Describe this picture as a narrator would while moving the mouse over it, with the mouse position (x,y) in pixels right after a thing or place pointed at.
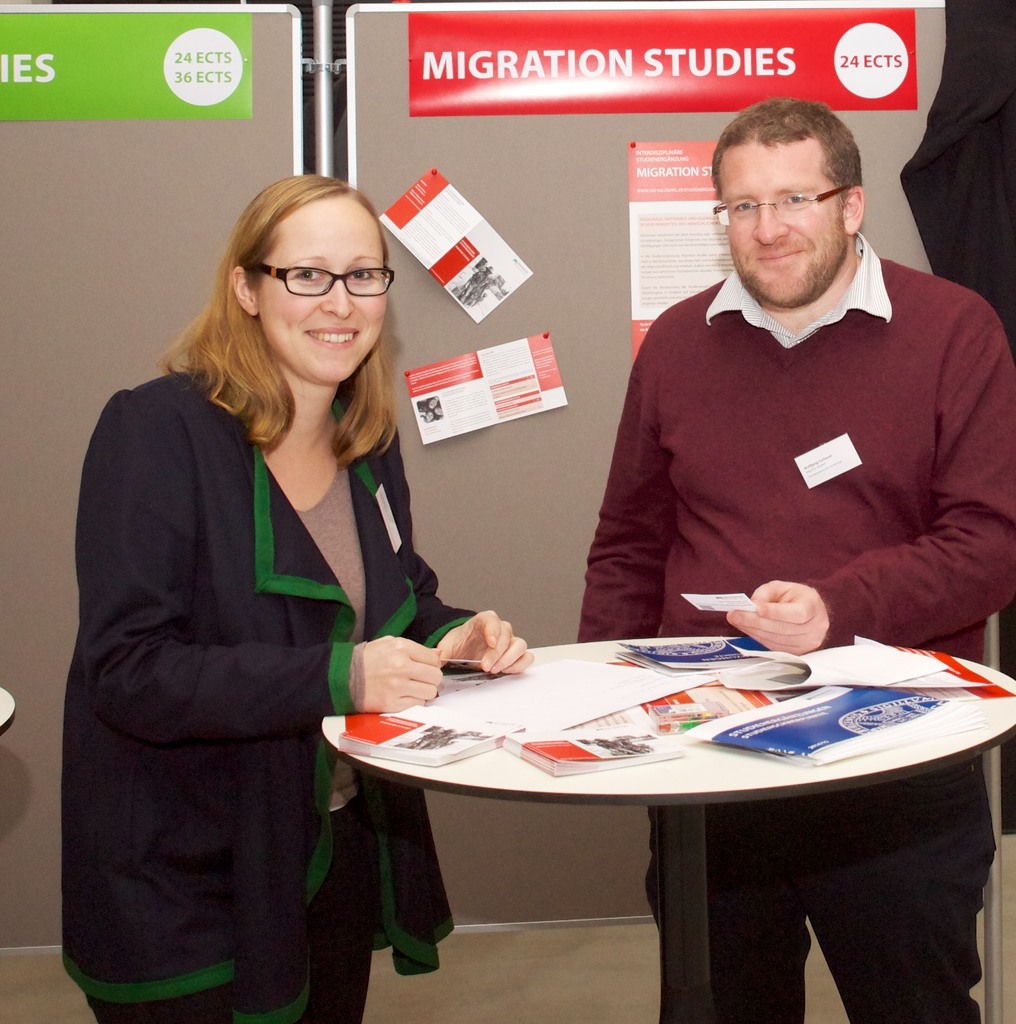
2 people (738,226) are standing. They are wearing spectacles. There is a table (479,777) on which there are pamphlets (946,699). There are few pamphlets (442,214) attached at the back (462,378).
